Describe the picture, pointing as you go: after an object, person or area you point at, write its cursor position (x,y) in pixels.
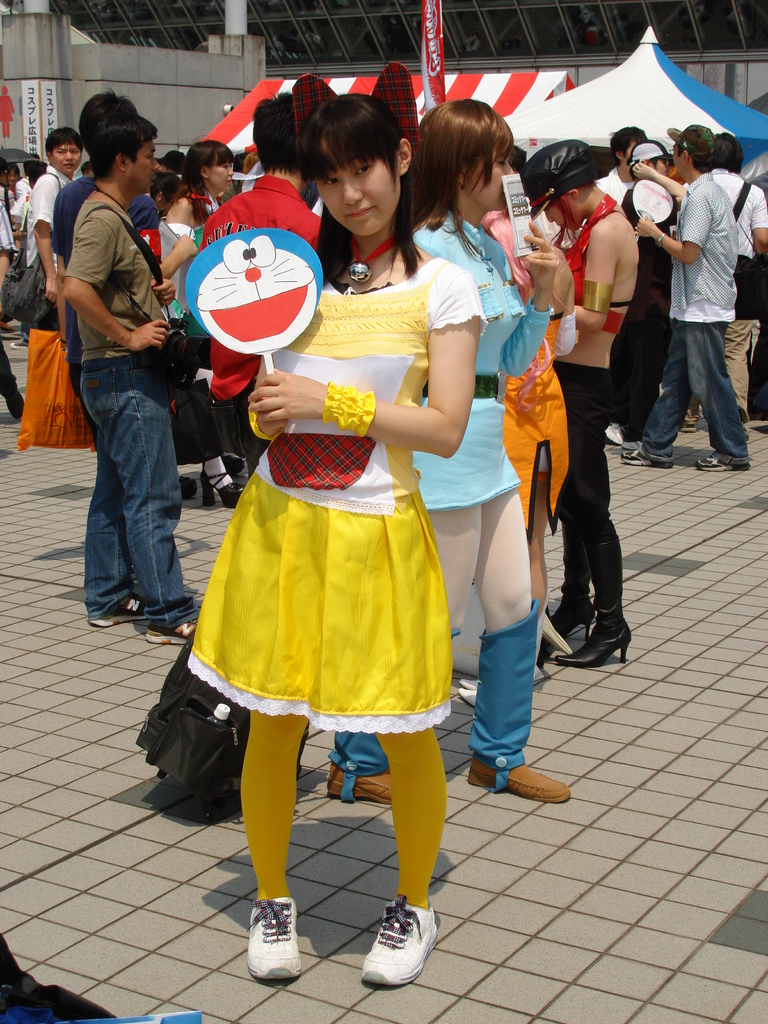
In this image I see number of people (424,203) and I see that this woman (350,369) is holding a picture (297,318) of a cartoon character (255,299) and I see the path (23,537). In the background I see 2 stalls (512,96) over here and I see something is written over here.
